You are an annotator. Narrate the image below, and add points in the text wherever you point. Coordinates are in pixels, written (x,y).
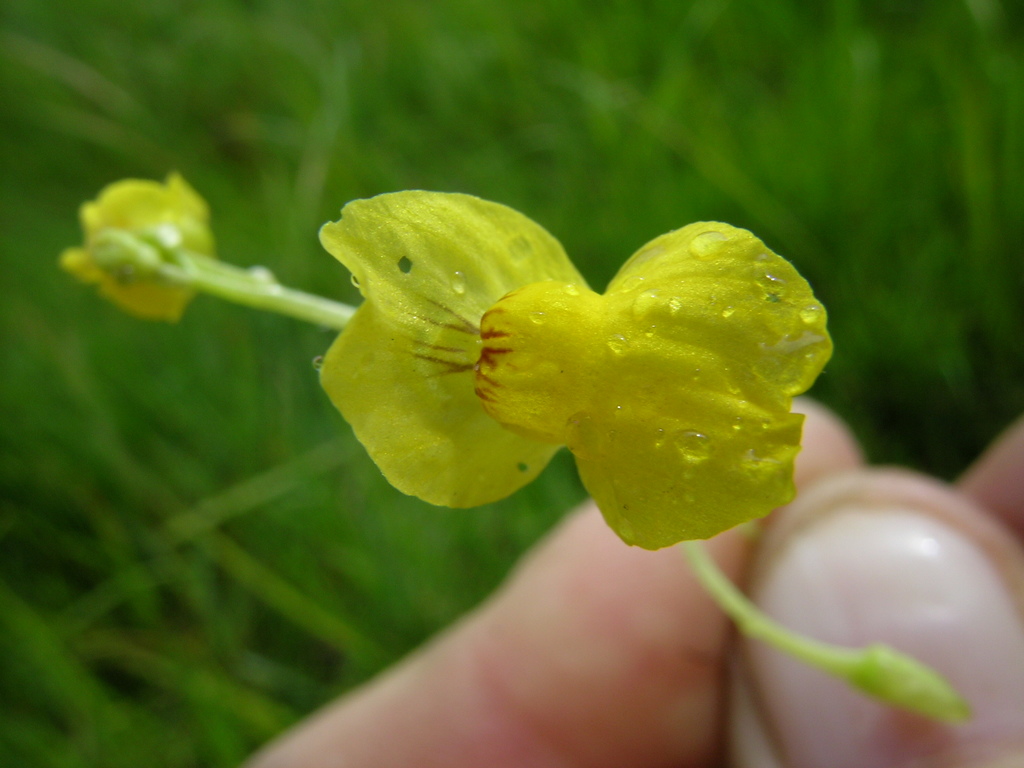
In the picture we can see a person's hand (865,579) holding a small sapling (142,273) with yellow flower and in the background (84,167), we can see grass (97,514) which is green in color.
